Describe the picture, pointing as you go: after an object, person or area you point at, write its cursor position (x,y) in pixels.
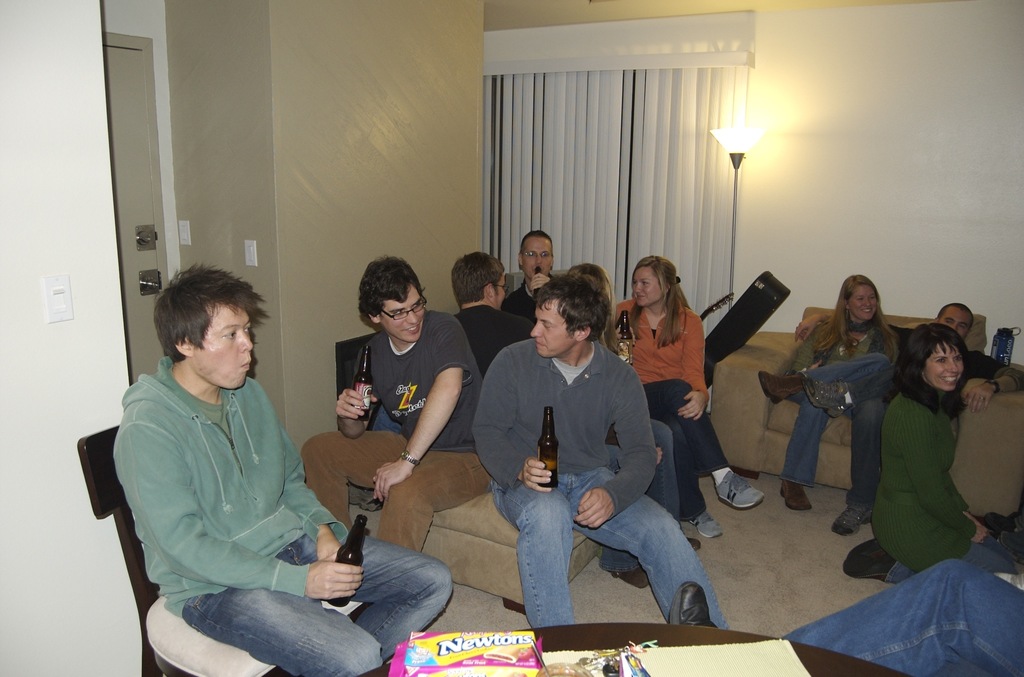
There are people (368,445) sitting and these people (539,347) holding bottles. We can see packet (408,667) and objects (691,658) on the table (697,638) and chair (777,457), beside this chair (771,432) we can see guitar (716,310) and bag (723,329). In the background (105,270) we can see wall (253,113), door (130,251) and light (748,130) with stand (736,160).
